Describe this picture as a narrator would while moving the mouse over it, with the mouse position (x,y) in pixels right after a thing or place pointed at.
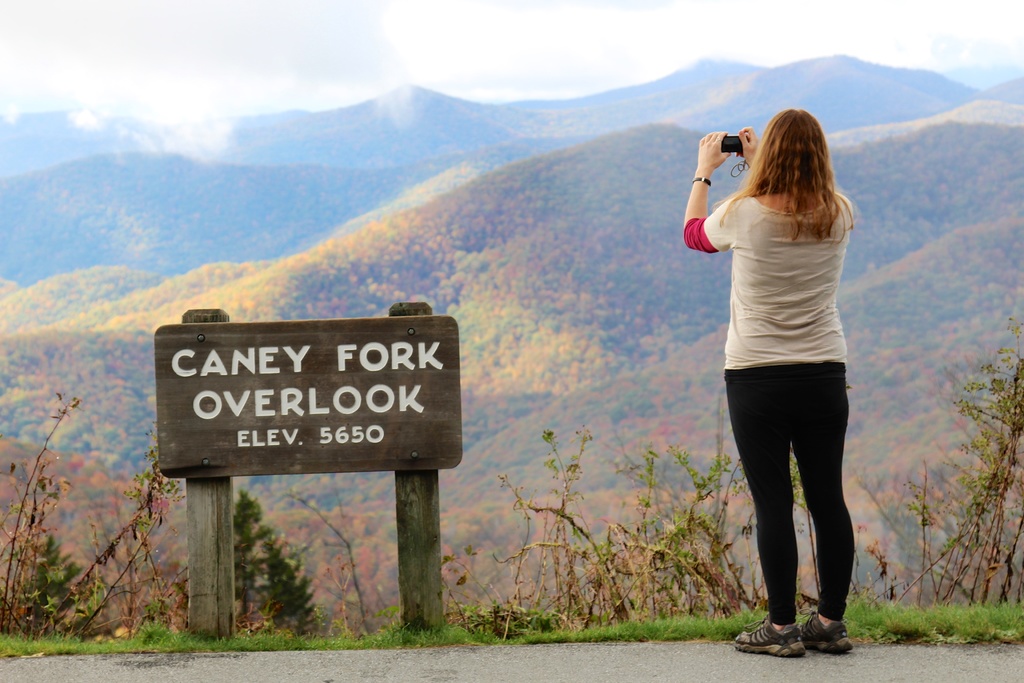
In the image there is a woman (821,596) standing on the road (784,664), beside her there is some wooden board (215,433) and on that board (264,397) some names (260,399) were mentioned and the woman (705,158) is capturing the beautiful scenery (350,189) in front of her.
